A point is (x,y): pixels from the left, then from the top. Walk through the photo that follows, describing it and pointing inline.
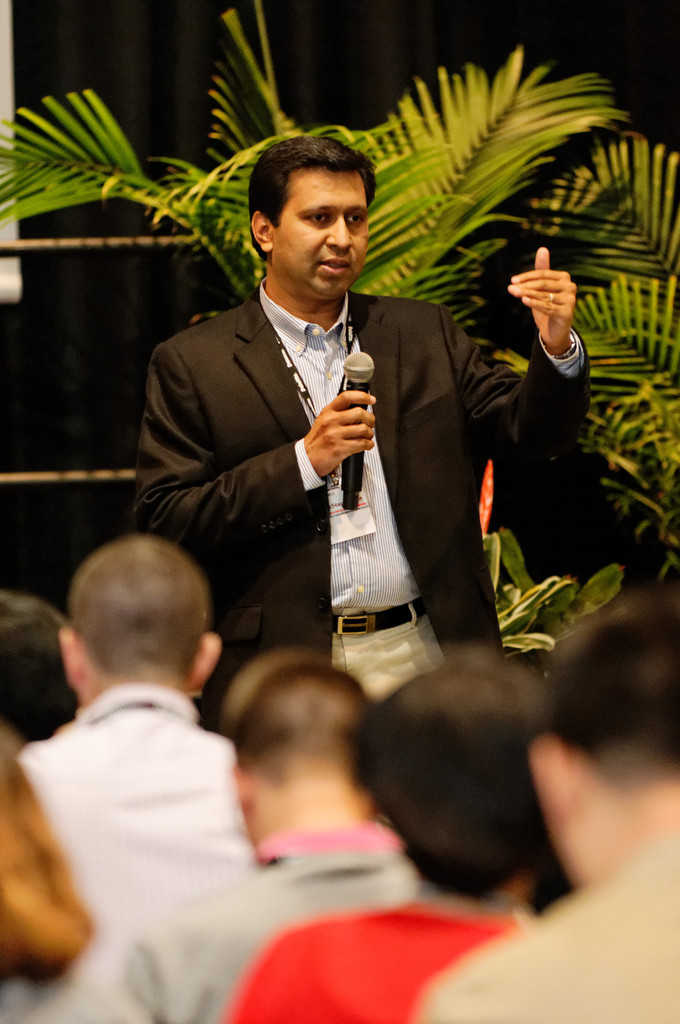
In this picture there are people (285,851), among them there's a man (252,398) holding a microphone (361,483) and talking. In the background of the image (477,197) we can see plants (532,607) and it is dark.
